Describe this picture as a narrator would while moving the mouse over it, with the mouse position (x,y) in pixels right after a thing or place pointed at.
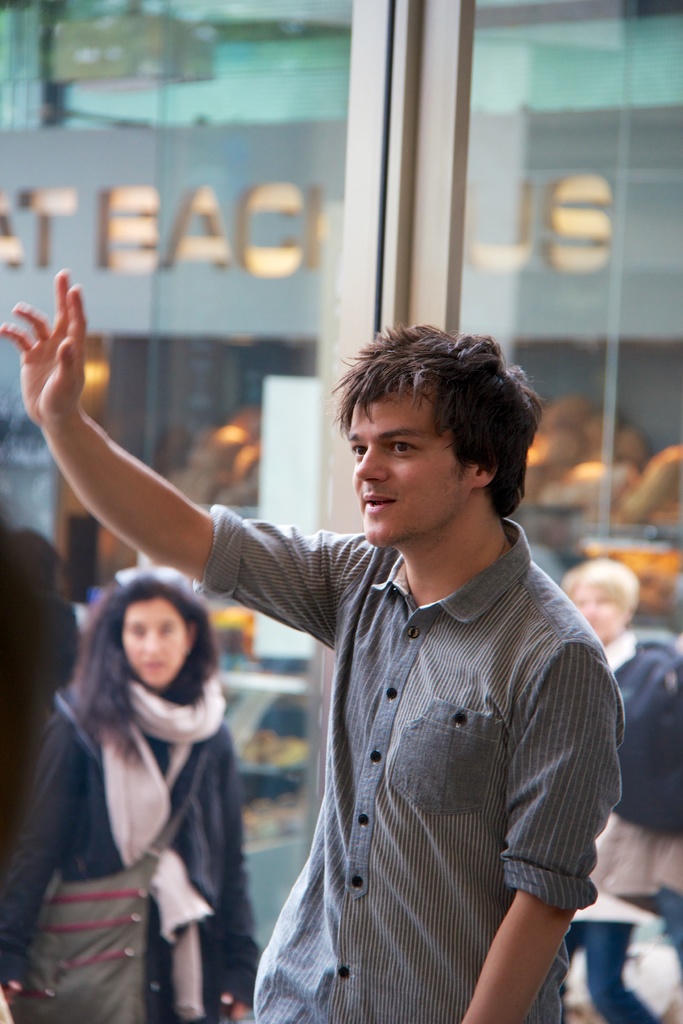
There is a person (420,756) in a shirt (444,672), showing a hand (56,386) and standing. In the background (134,631), there are other persons (666,868) standing, there is a hoarding (600,322), wall (392,69) and other objects (475,87).
